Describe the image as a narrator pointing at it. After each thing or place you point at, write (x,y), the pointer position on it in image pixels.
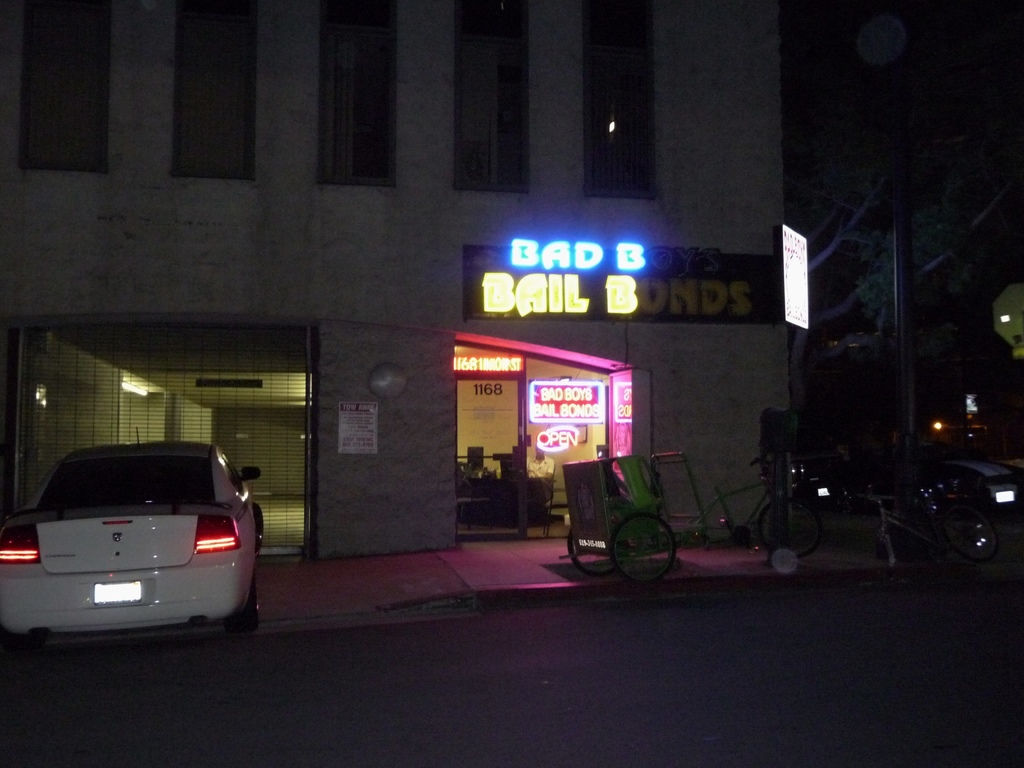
In the image we can see there are vehicles (178,446) and a bicycle (664,554). We can even see the building (414,155) and the mesh (248,430). There is even a person (532,468) sitting and wearing clothes (538,480). Here we can see LED text (549,254) and LED board (563,379). Here we can see the road (398,668), footpath (428,581) and dark sky (982,108).
